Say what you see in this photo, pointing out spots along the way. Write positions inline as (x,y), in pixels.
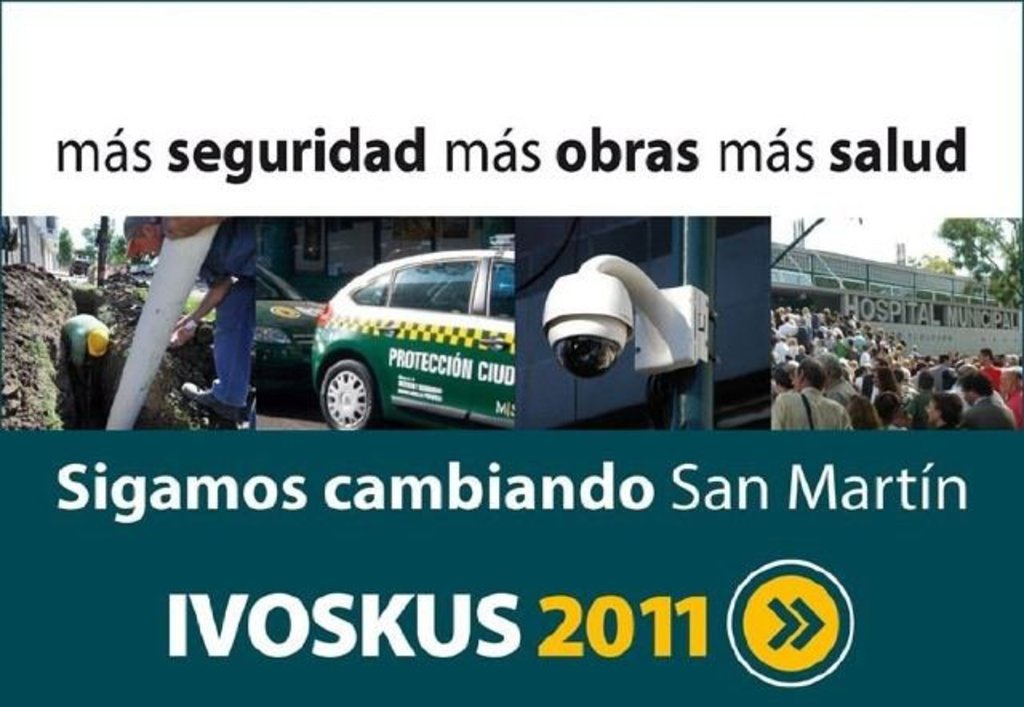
This image consists of a poster (260,539) with a few images (259,336) and there is a text (776,162) on it. In the middle of the image (472,342) two cars (345,350) are parked on the road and there is a CC cam (632,331). On the left side of the image (174,332) two men (104,344) are digging the ground (117,359). There are a few trees (61,242) and there is a pole (104,259). On the right side of the image (855,322) there is a hospital (890,293) and many people (873,425) are walking on the ground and there is a tree (973,257).
